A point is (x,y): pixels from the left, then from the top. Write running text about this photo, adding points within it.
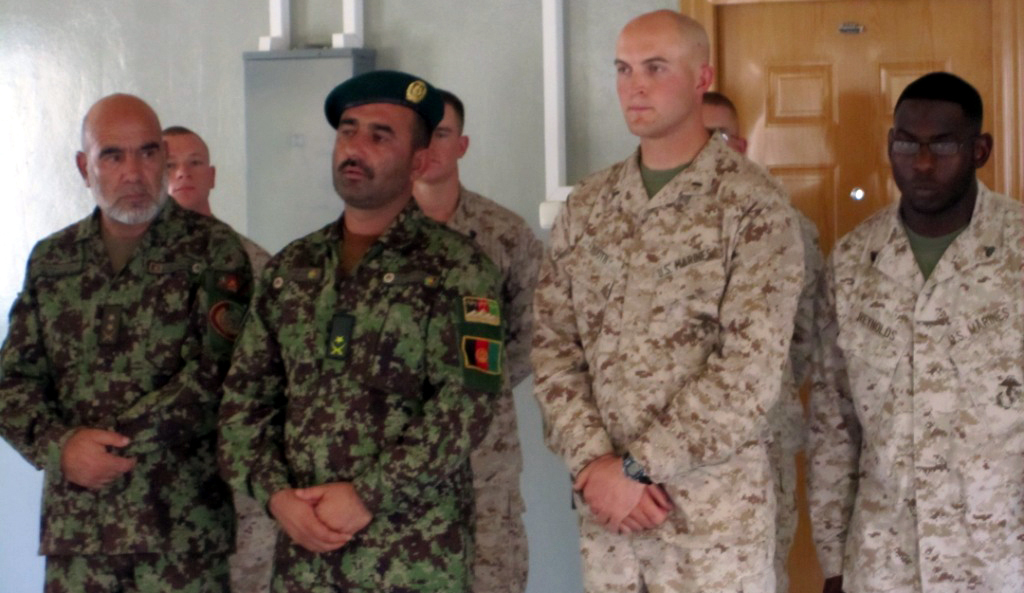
In this image we can see seven men (811,295) are standing. Two are wearing dark green color uniform (292,378) and the others are wearing light tan army uniform (905,333). Behind white color wall (474,84) and brown door (883,71) is present.
